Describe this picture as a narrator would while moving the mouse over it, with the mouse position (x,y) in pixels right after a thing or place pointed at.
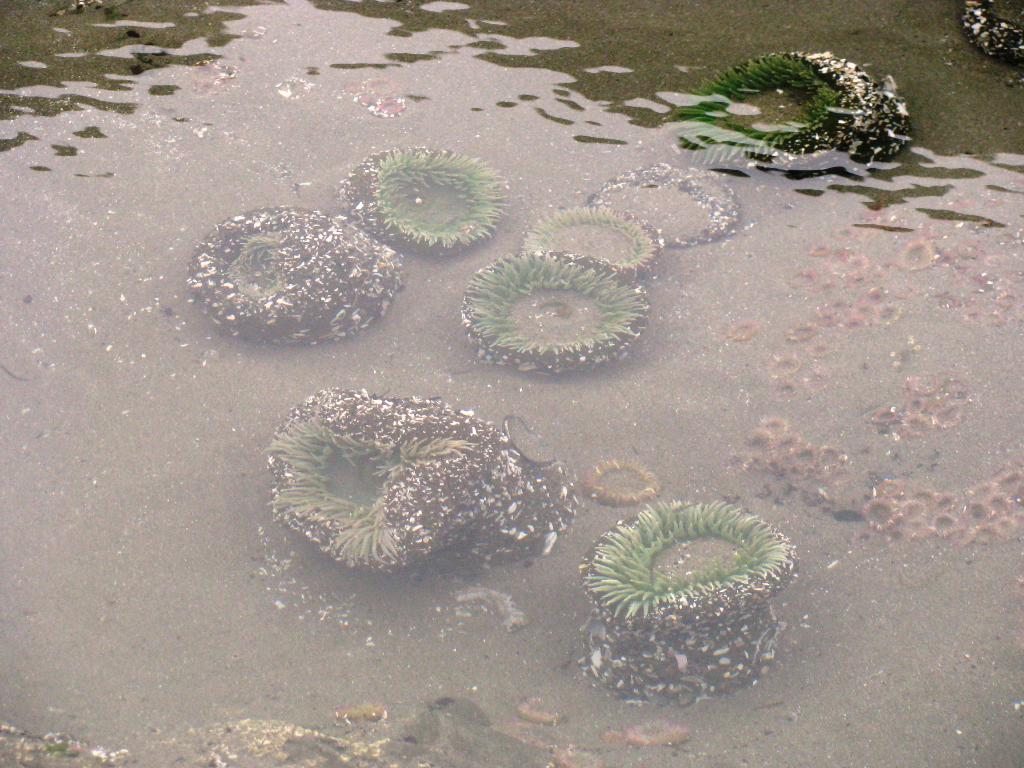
In this image we can see water (848,570). Also there are underwater sea anemones (342,397).
